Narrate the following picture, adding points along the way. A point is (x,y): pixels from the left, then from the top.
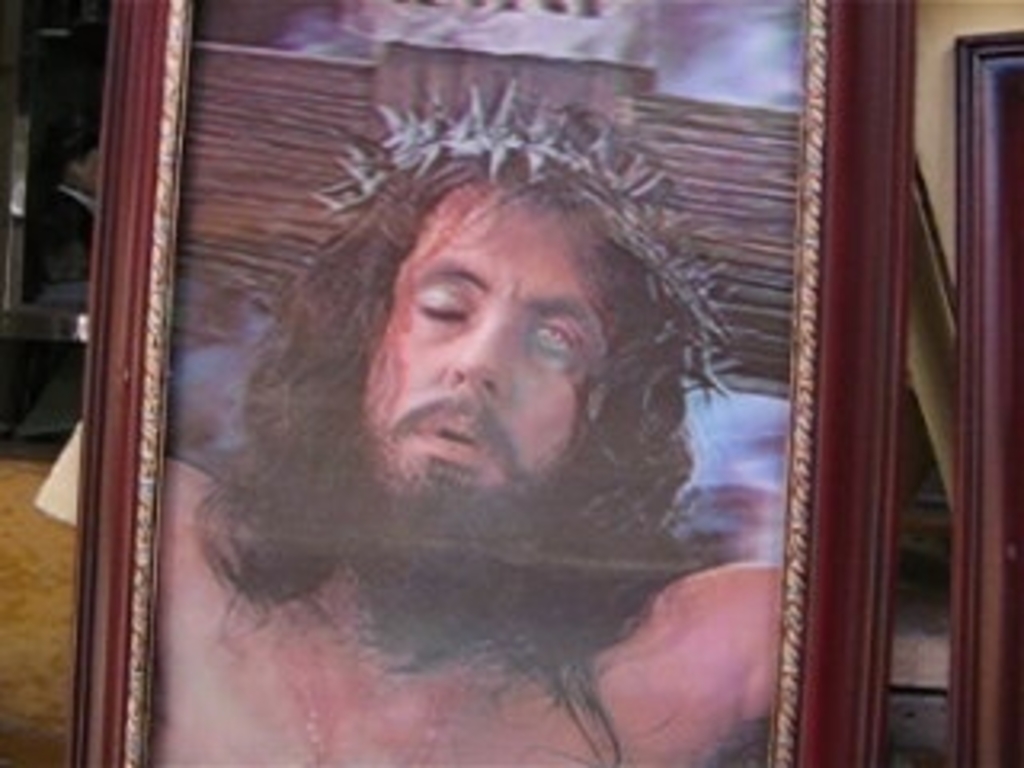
In this image, we can see frames (137,377) and on one of the frame (126,393), there is a picture (413,268) of a person (393,302).
